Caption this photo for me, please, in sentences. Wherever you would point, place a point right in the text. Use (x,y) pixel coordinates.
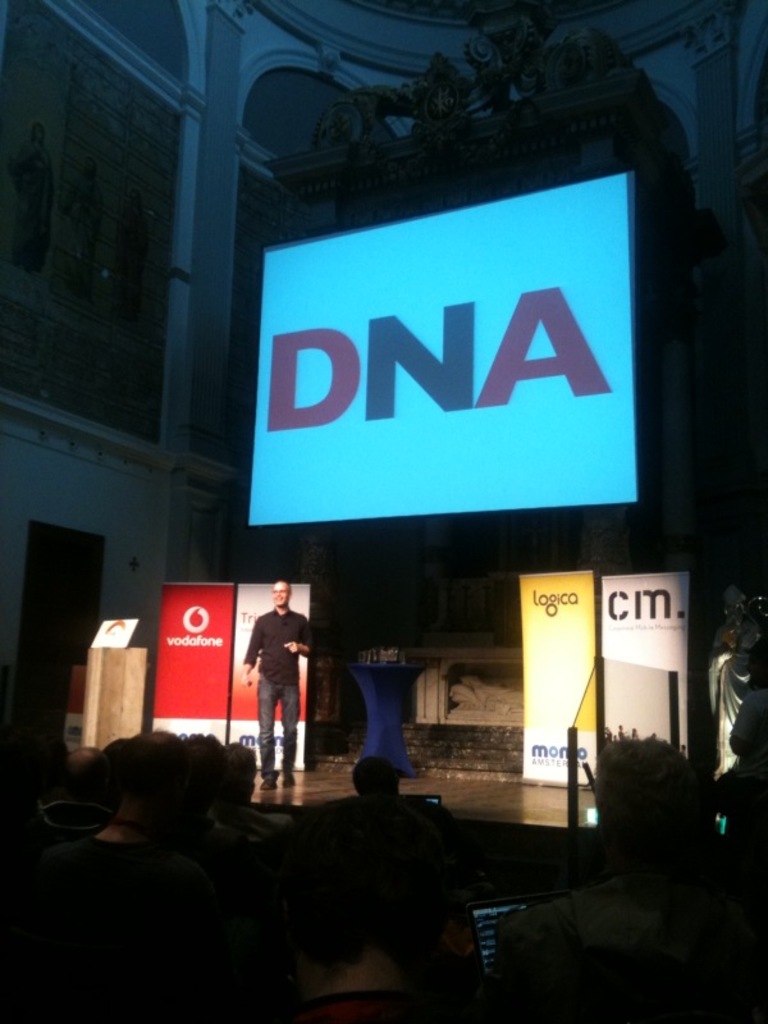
At the bottom of the image (678,906) there are many people (672,895). Also there is a stage (359,761). On the stage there is a person (262,655) standing. Behind him there are banners (523,618). Also there is a stand (385,691). On that some items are there. And there is a screen (460,426) with something written. Back of that there are statues (421,105), wall (148,163) and arches (748,94).
